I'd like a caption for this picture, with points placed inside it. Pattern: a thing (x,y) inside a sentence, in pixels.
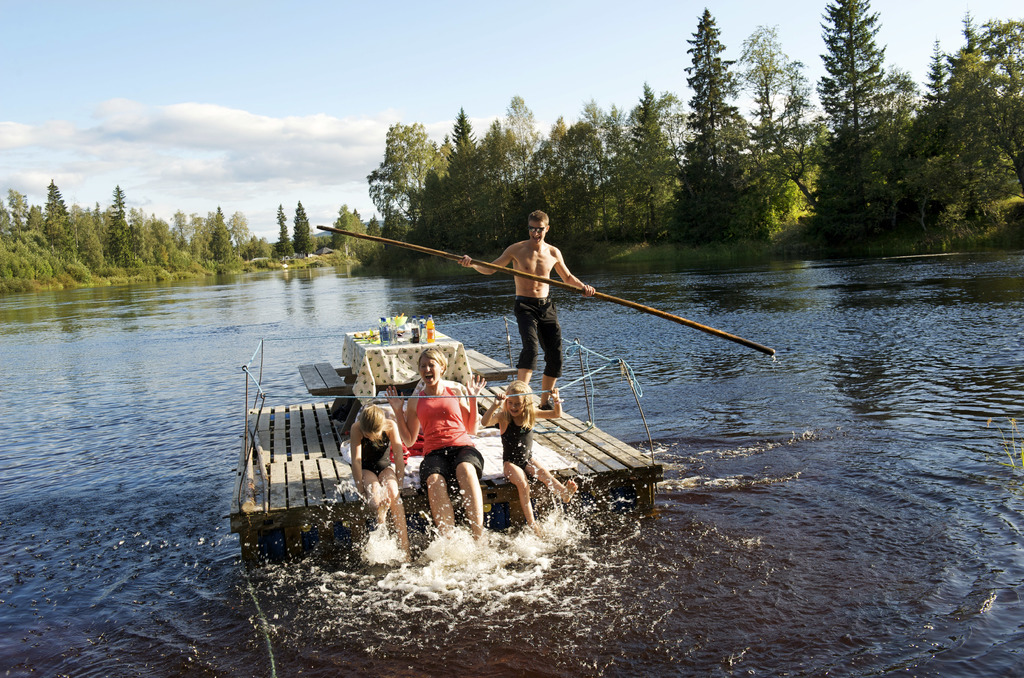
In the picture there is a canal (254,317). In the center of the picture (594,445) there is a boat (290,453), on the boat (295,428) there are two kids (361,485), a woman (446,438) and a man (542,319). Man (541,265) is holding a pole (761,348). In the center of the boat (350,364) there is a dining table (379,352), on the table (397,366) there are drinks (414,336) and food items (361,336). In the center of the background (75,244) there are trees (100,227), shrubs (29,259) and grass (727,249). Sky (301,168) is clear and it is sunny.
